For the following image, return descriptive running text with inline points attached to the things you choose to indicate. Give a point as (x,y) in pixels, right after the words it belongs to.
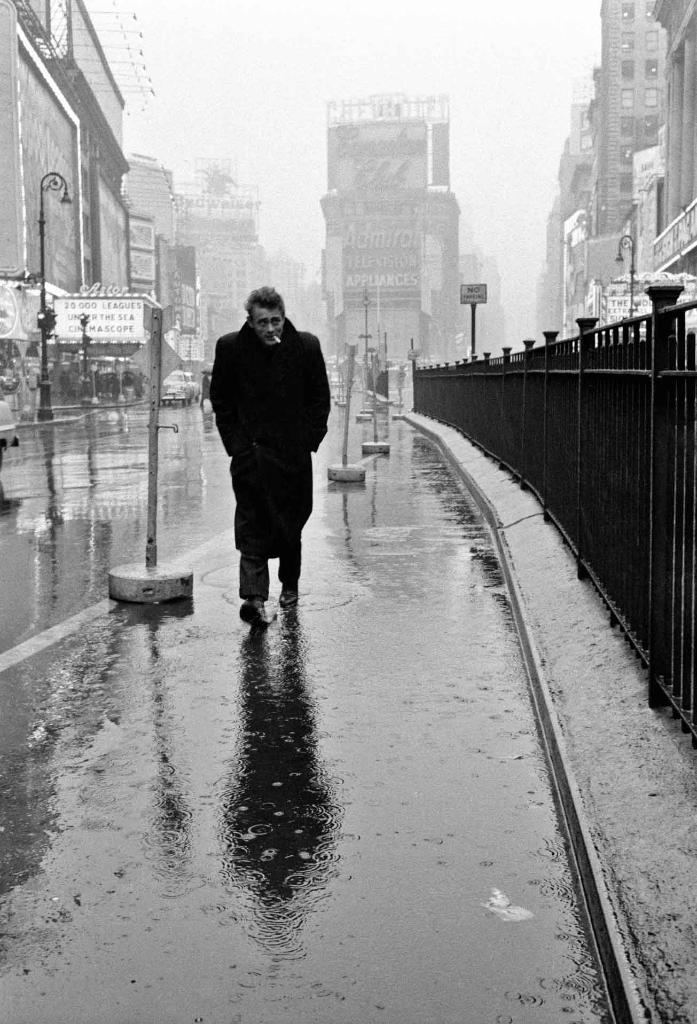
In the center of the image (249,355) there is a person (256,442) walking on the road (202,660). On the right side of the image (683,589) we can see fencing (605,500) and buildings (559,274). On the left side of the image (44,376) we can see traffic signals (47,325), poles (85,343), vehicles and buildings (131,270). In the background (306,178) we can see buildings (395,124) and sky (267,42).
